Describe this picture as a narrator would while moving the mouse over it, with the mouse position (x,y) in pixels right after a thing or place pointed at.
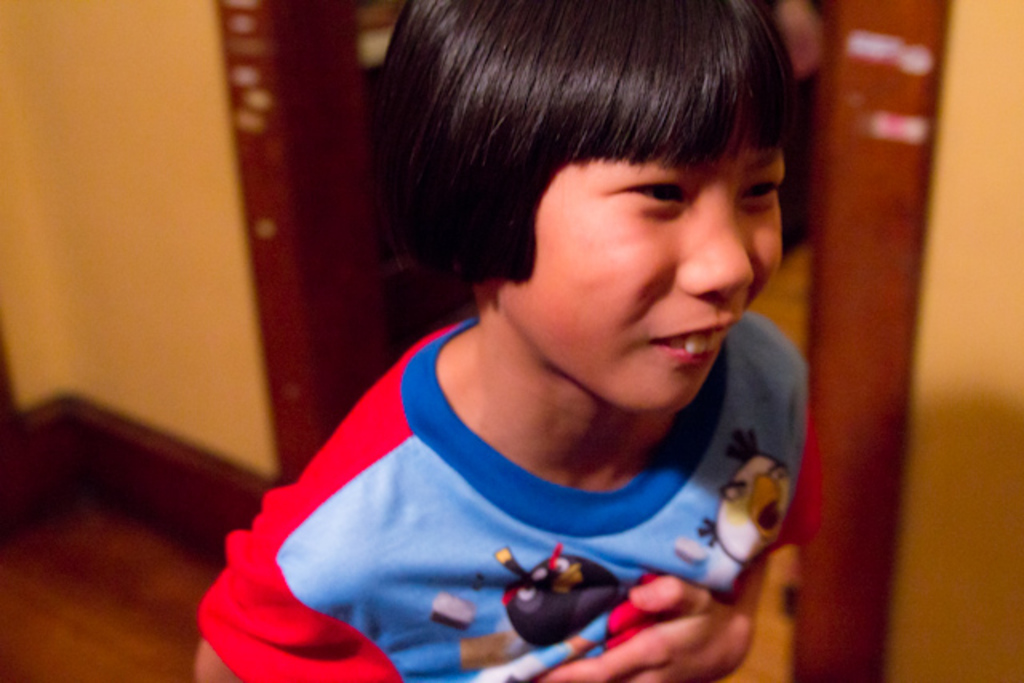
In this image there is a boy (601,578) in the center (420,431) wearing red and blue t shirt (586,571). In the background (308,84) there is a door (356,250) for entrance and also a plain wall (161,321). Floor (78,617) is also visible.
